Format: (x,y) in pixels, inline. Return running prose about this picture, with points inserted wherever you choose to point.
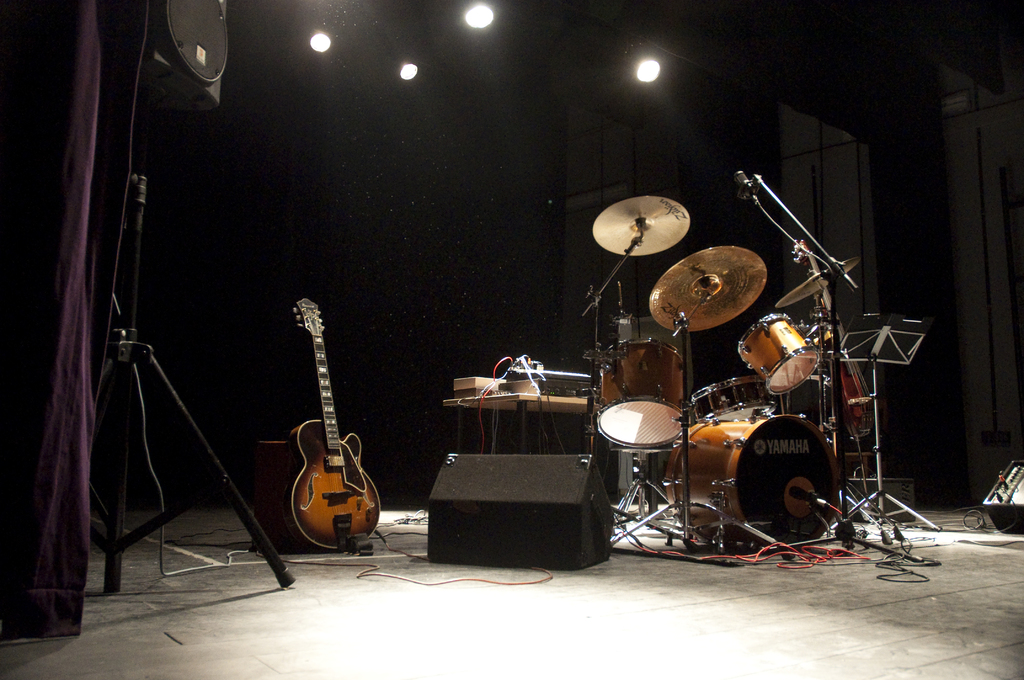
in this picture we can see a room (390,294) with a musical instruments (588,306) we can also a lights (322,46) over the top of the room (446,148), where we can also see some cables (824,557).
